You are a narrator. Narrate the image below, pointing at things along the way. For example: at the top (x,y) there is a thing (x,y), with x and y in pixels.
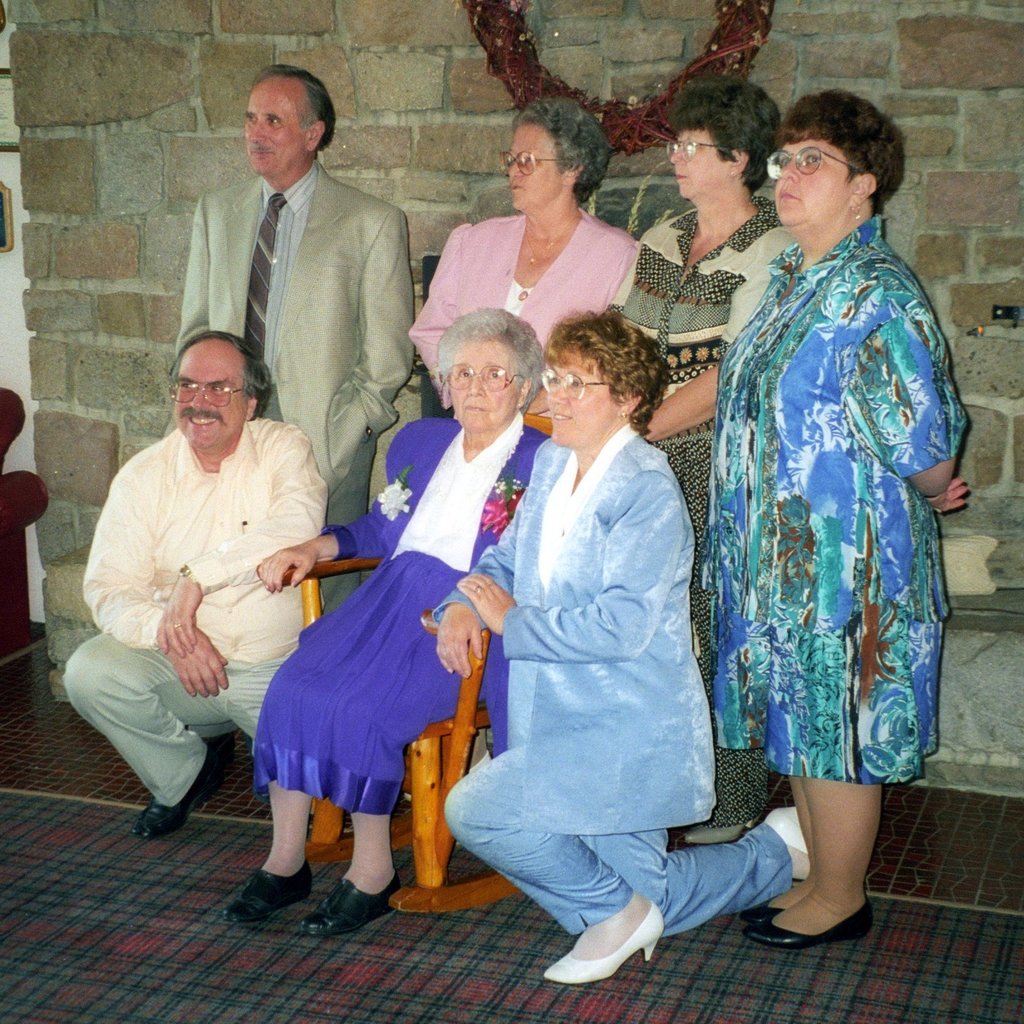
In this image I can see in the middle (355,618) a woman (414,454) is sitting on the chair (473,714). Few people (511,632) are standing around her, at the back side (88,185) it looks like a wall (834,81).
